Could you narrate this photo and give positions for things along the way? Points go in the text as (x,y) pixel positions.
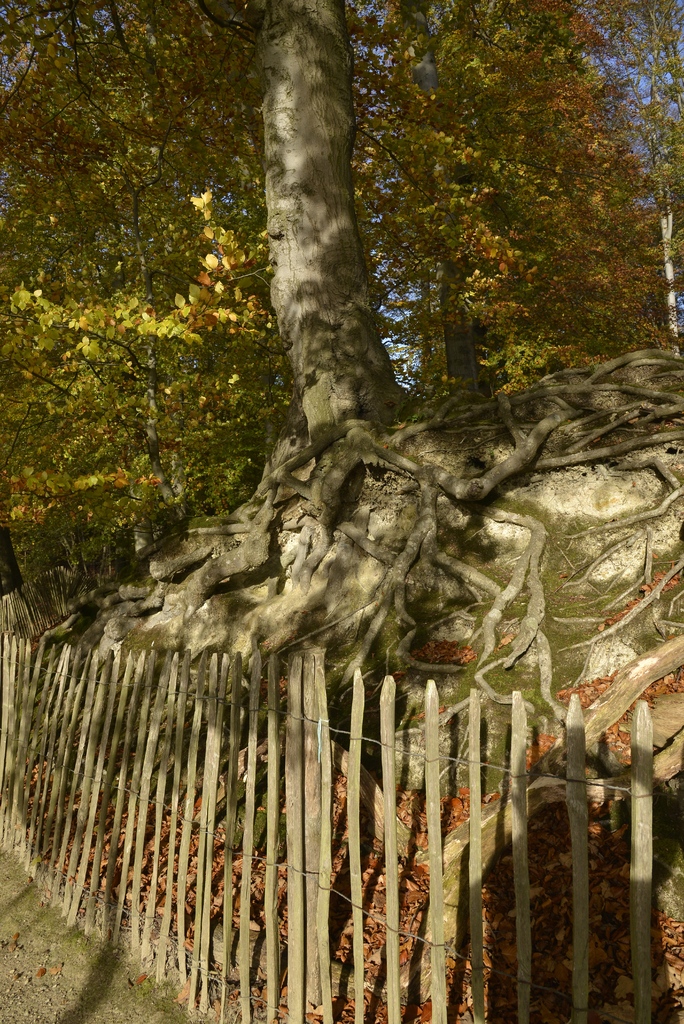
In this image we can see there is a huge tree (299,429). In front of the tree (285,445) there is a fencing (299,793) with wooden sticks (248,804).
